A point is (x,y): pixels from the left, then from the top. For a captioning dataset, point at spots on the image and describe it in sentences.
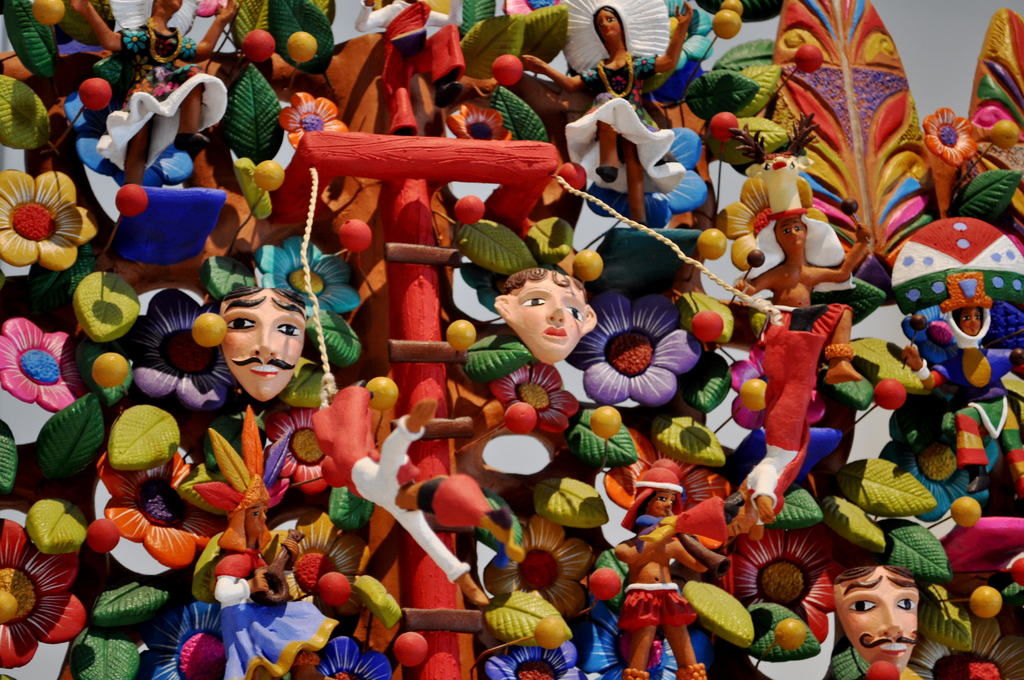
In this picture we can see a few toys (635,192) and some colorful objects (867,305).
